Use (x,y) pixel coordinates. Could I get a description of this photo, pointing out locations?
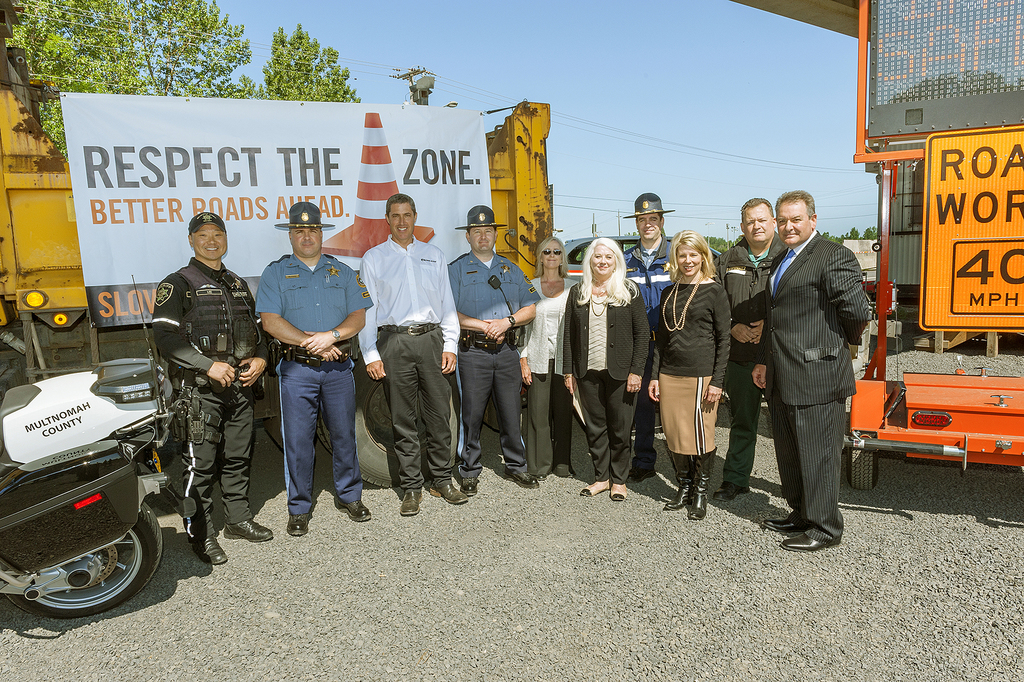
In this picture I can see the number of people (565,406) standing on the surface (525,572). I can see vehicles (108,478) on the left (157,443) and right side (939,267). I can see the banner (280,197) on the vehicle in the background (352,185). I can see the electric wires (470,88) in the background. I can see the sky (675,116) is clear.
